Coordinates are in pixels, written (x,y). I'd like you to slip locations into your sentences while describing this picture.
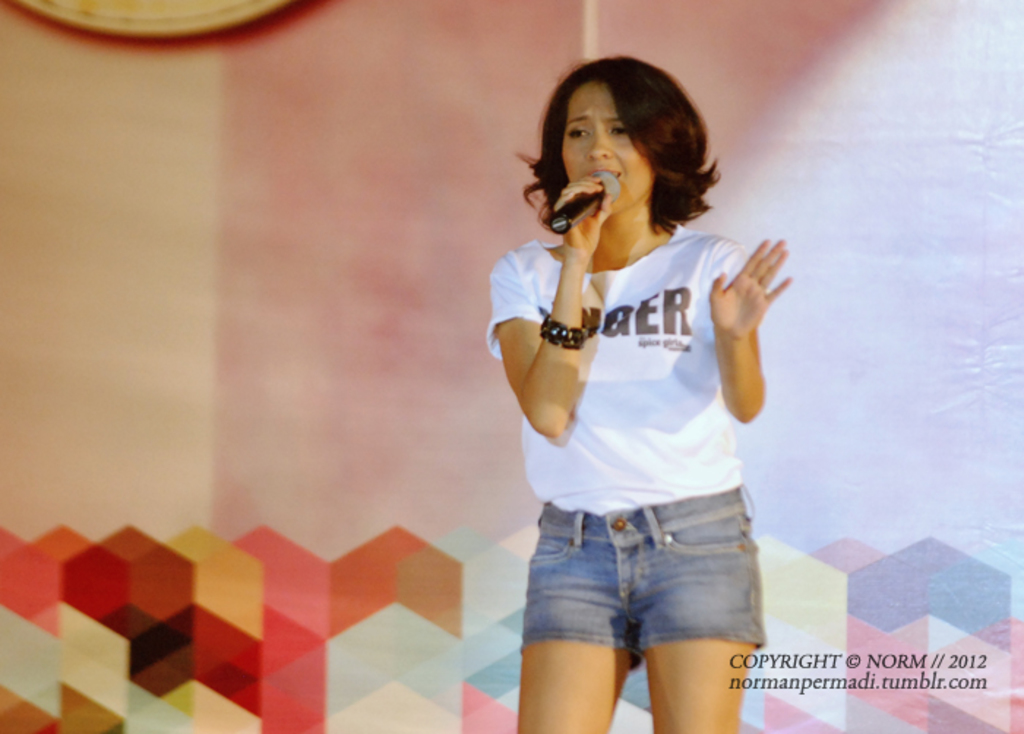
A woman (595,107) is singing a song with a mic (568,211) in her hand (568,248).
